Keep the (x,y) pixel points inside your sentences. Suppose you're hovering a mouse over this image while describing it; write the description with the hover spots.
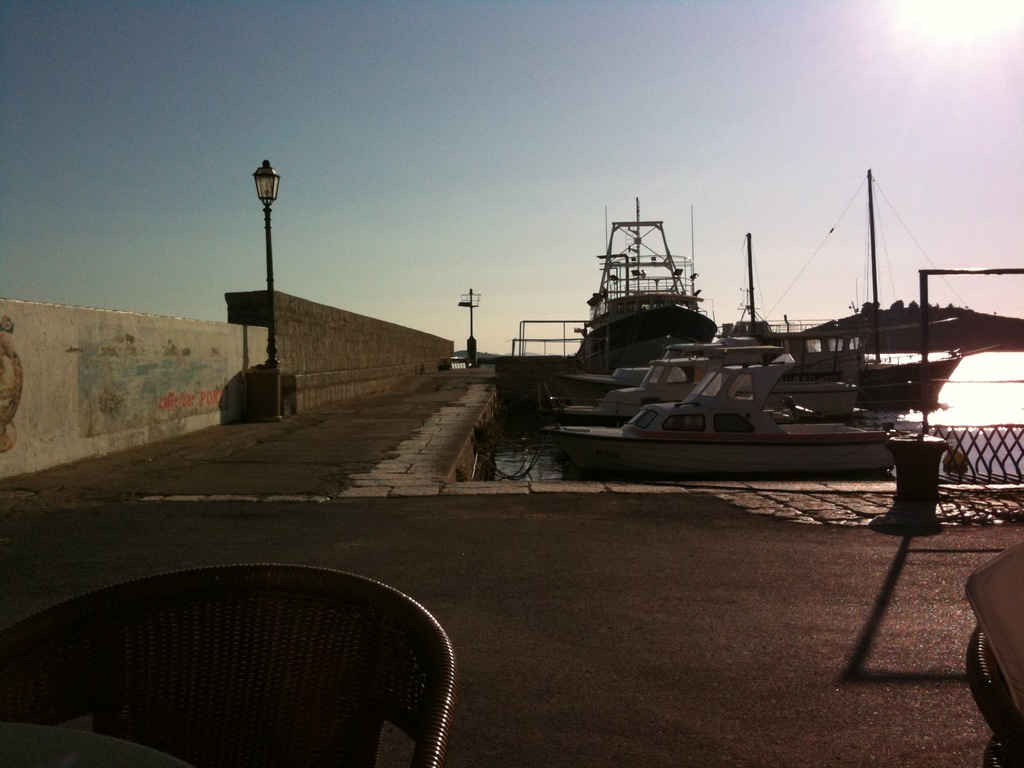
This image is taken during the evening. In this image we can see the boats (753,426), ship (615,338), light pole (258,180) and also the wall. We can also see the chair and also the path (715,684). Sky (544,173) is also visible with the path (701,686).
